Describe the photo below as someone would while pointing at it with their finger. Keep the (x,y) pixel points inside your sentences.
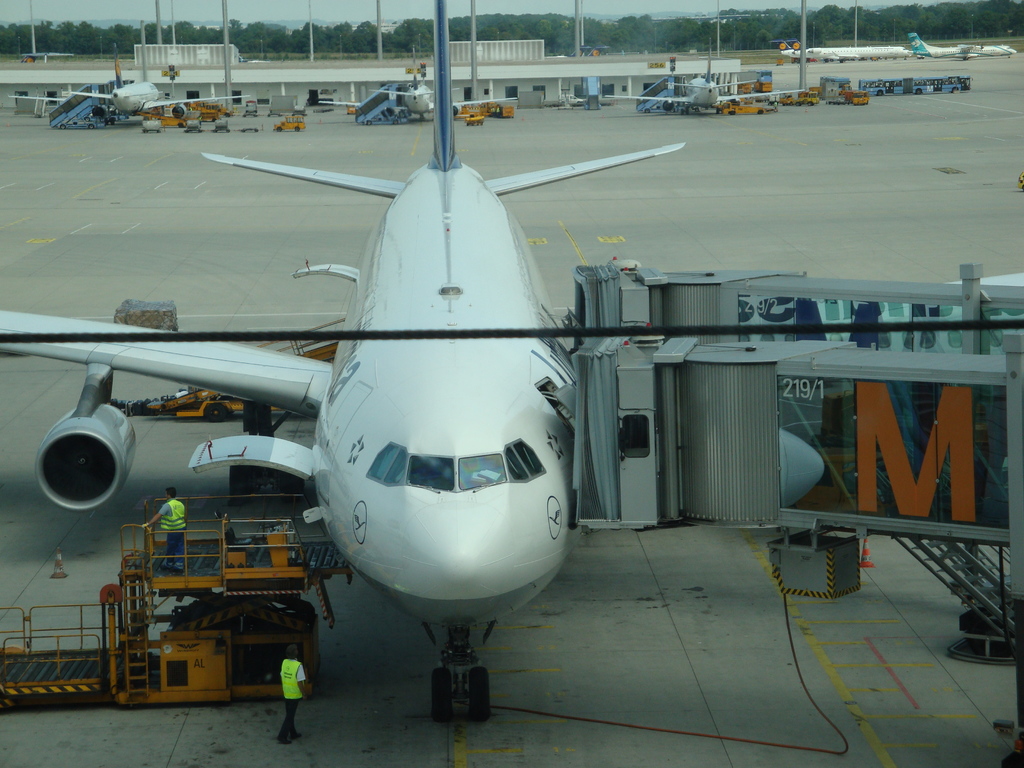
There are planes (165,101) and vehicles (469,108) on the road (494,724). Here we can see two persons (179,551). In the background (404,26) we can see a building (639,76), poles (805,43), trees (603,29), and sky (340,10).
